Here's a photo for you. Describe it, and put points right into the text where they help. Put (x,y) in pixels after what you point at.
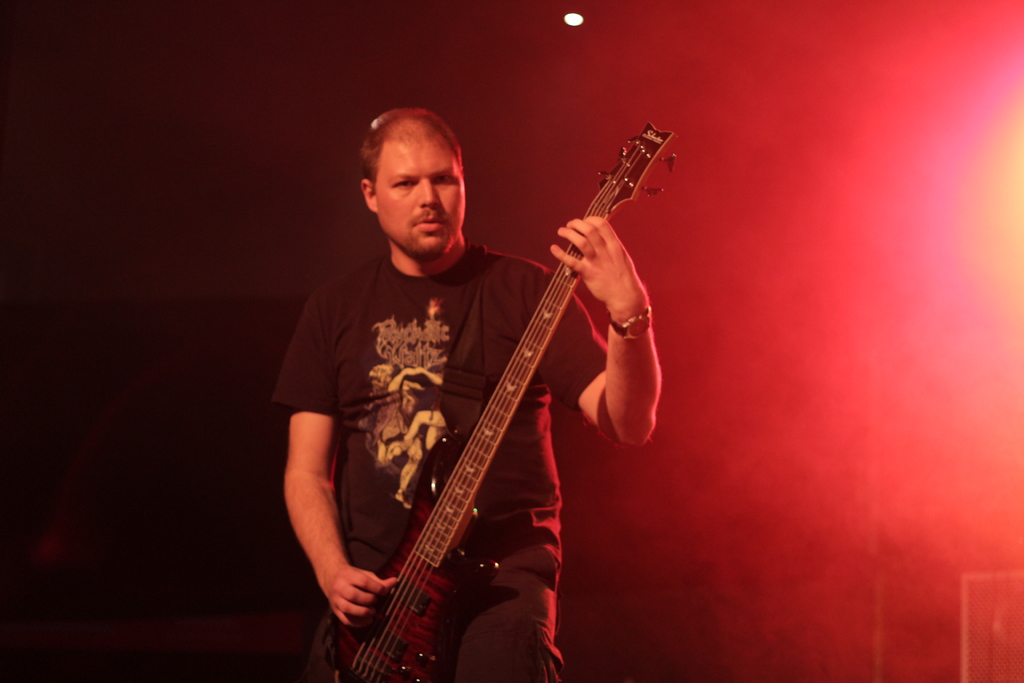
In this image, In the middle (515,307) there is a man (500,305) standing and holding a music instrument (453,504) and he is wearing a watch (629,324) in his left hand (623,343) which is in black color, In the background (780,485) there is a red color and black color wall (739,100).
